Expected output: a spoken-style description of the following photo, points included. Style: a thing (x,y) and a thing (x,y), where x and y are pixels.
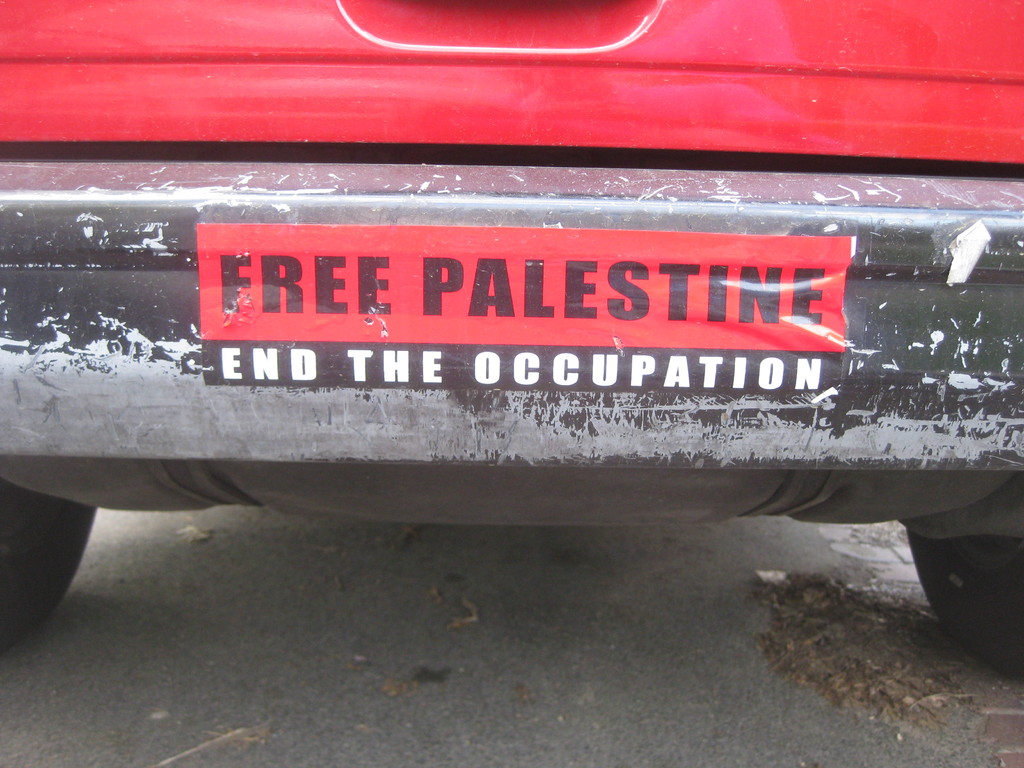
In this picture we can see a vehicle (489,395) and we can find a sticker (613,298) on the vehicle (494,414).
